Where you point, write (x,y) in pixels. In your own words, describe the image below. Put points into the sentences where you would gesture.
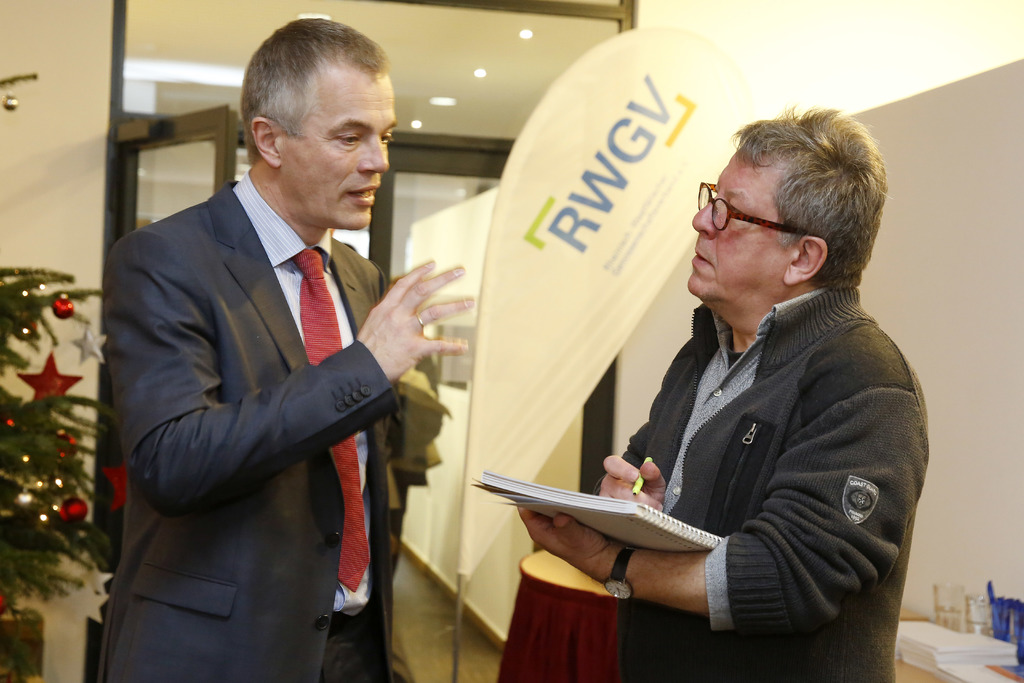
In this picture we can see few people (668,422), on the right side of the image (714,397) we can see a man (678,433), he is holding a book (598,513) and a pen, in the bottom right hand corner (945,612) we can see glasses (958,619), papers (945,628) and other things (997,631) on the table (928,674), in the background (552,303) we can find few lights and a hoarding (571,309), on the left side of the image (100,354) we can see a Christmas tree (65,397).
